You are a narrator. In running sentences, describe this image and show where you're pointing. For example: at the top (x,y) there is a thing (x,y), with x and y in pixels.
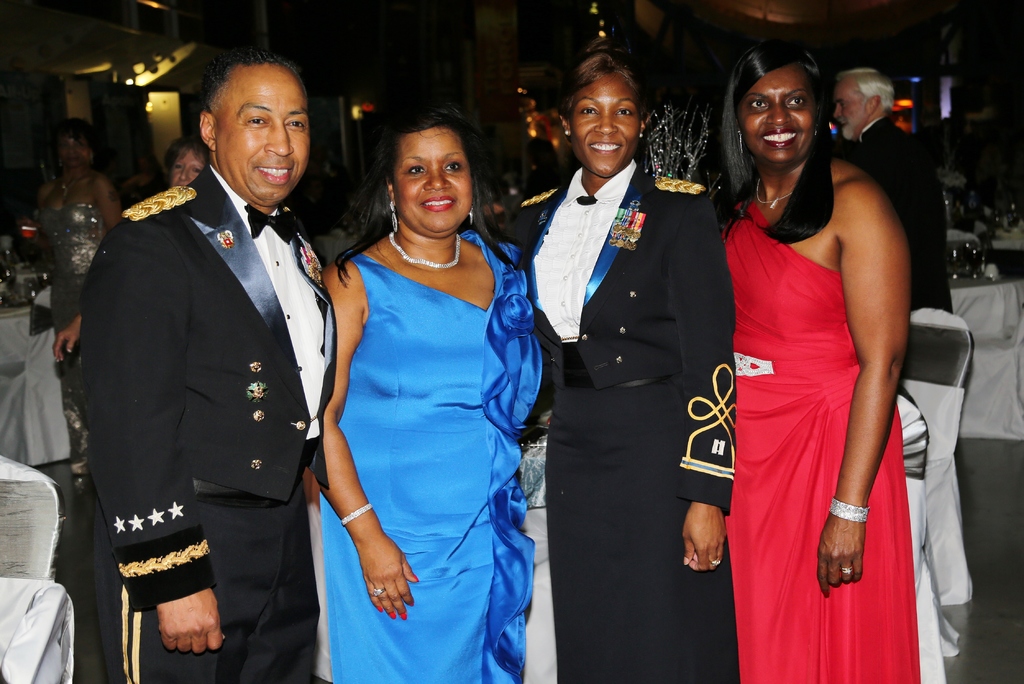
In this picture we can see three women (629,256) and a man (287,155) standing and smiling and in the background (60,335) we can see tables (1012,298), chairs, lights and some persons (867,101).
